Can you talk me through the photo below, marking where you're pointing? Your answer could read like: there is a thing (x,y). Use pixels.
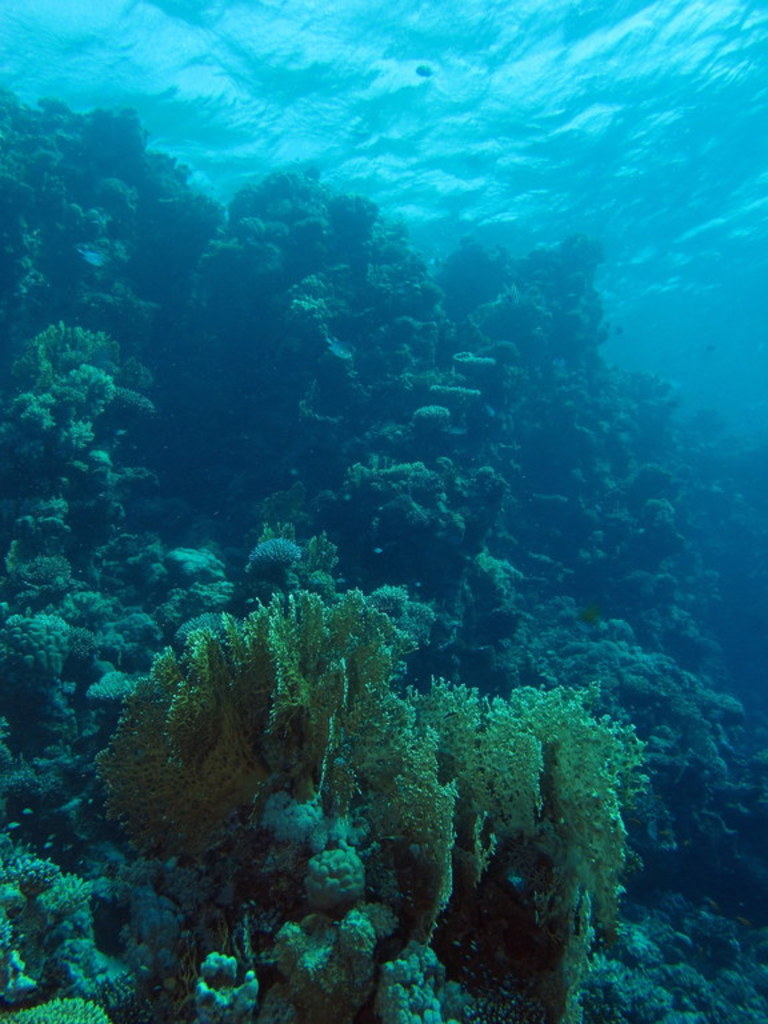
This is the inside picture of the ocean (694,23). In this image there are plants (141,723).
